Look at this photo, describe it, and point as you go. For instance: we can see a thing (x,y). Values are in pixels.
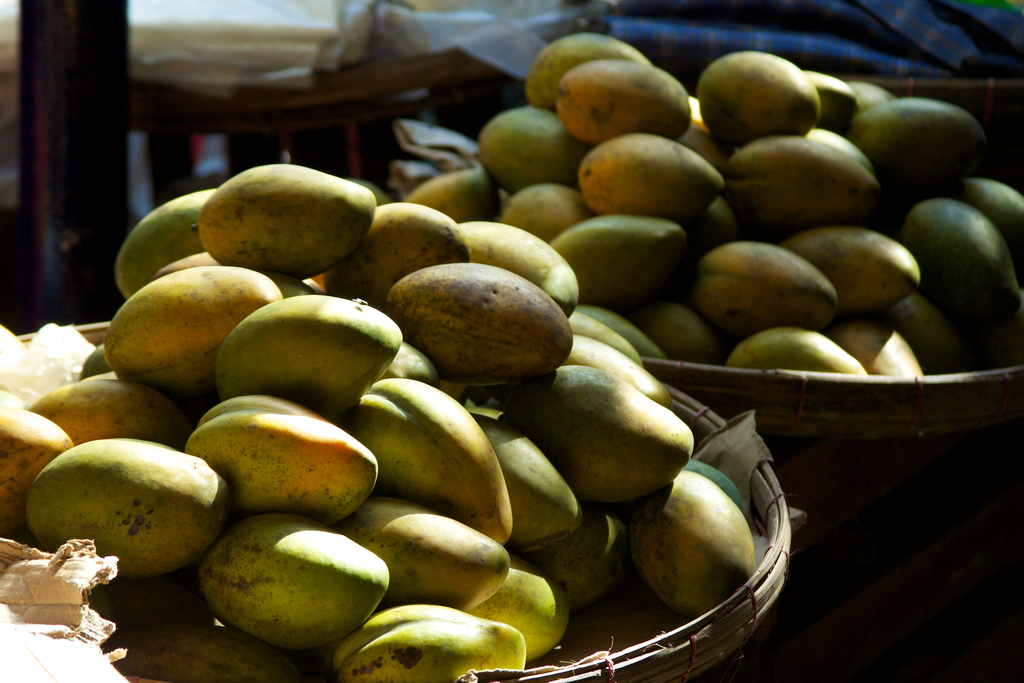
In this picture there are two baskets (813,416) of mangoes (595,193) in the center of the image (481,288) and the background (441,113) area of the image is blur.
